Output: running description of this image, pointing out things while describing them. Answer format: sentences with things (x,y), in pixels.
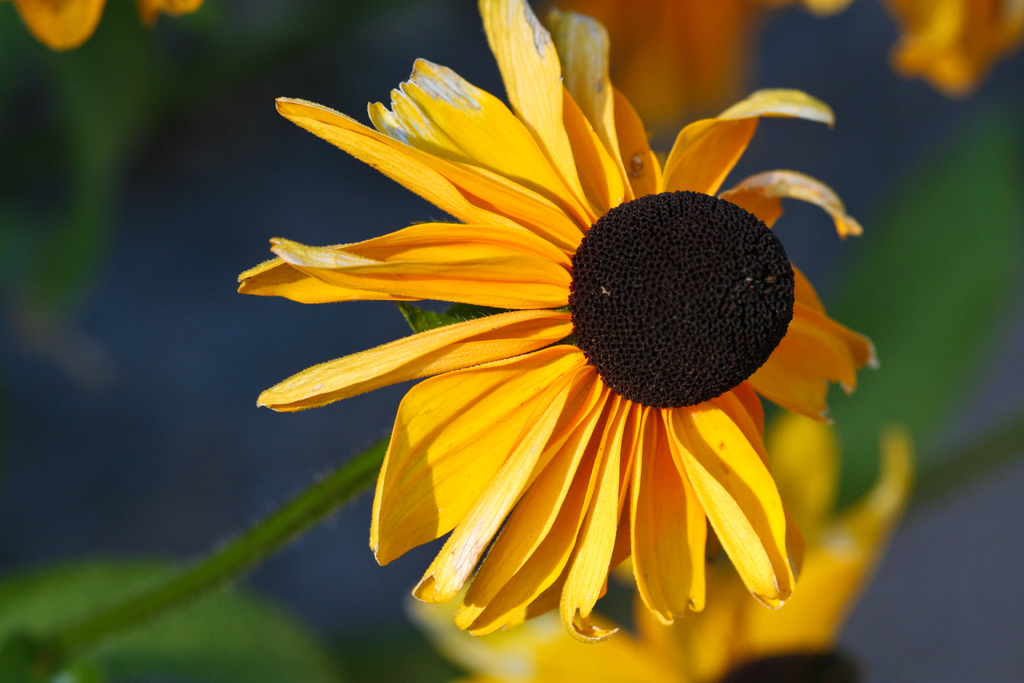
In the foreground of this image (628,186), there are flowers (540,518), leaves (113,595) and the background (153,234) image is not clear.
